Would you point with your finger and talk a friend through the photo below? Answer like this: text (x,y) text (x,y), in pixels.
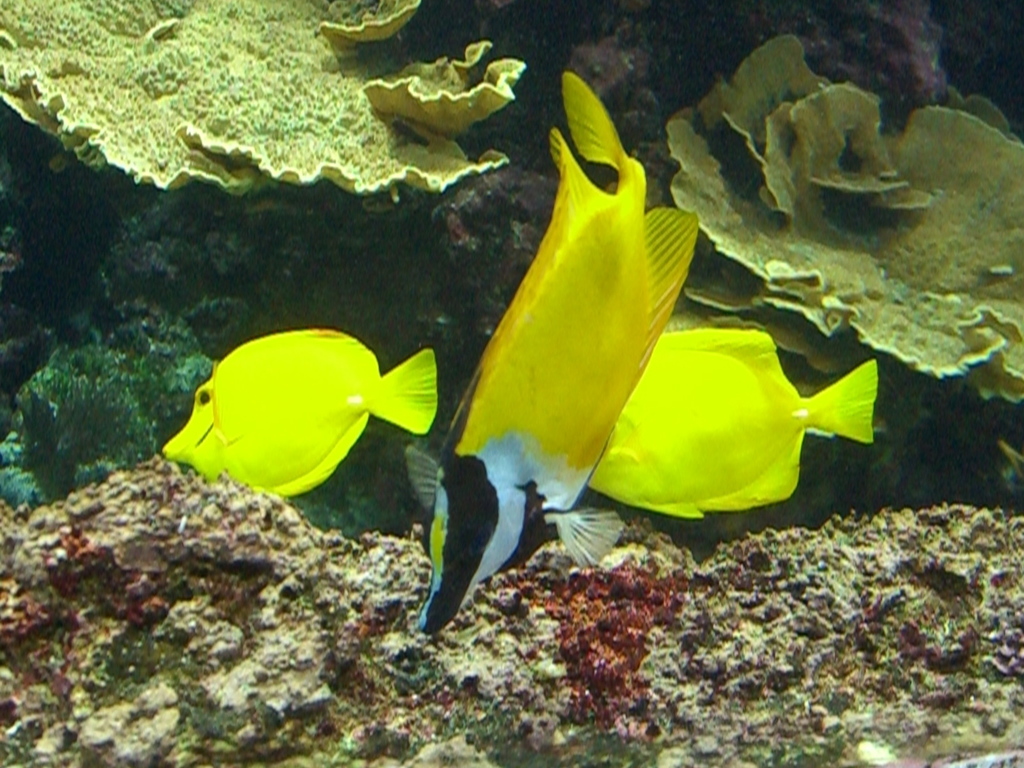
In this image, I can see three fishes (570,474) moving in the water (402,527). I think this picture was taken under the water (344,299). These look like coral reefs (236,578).
